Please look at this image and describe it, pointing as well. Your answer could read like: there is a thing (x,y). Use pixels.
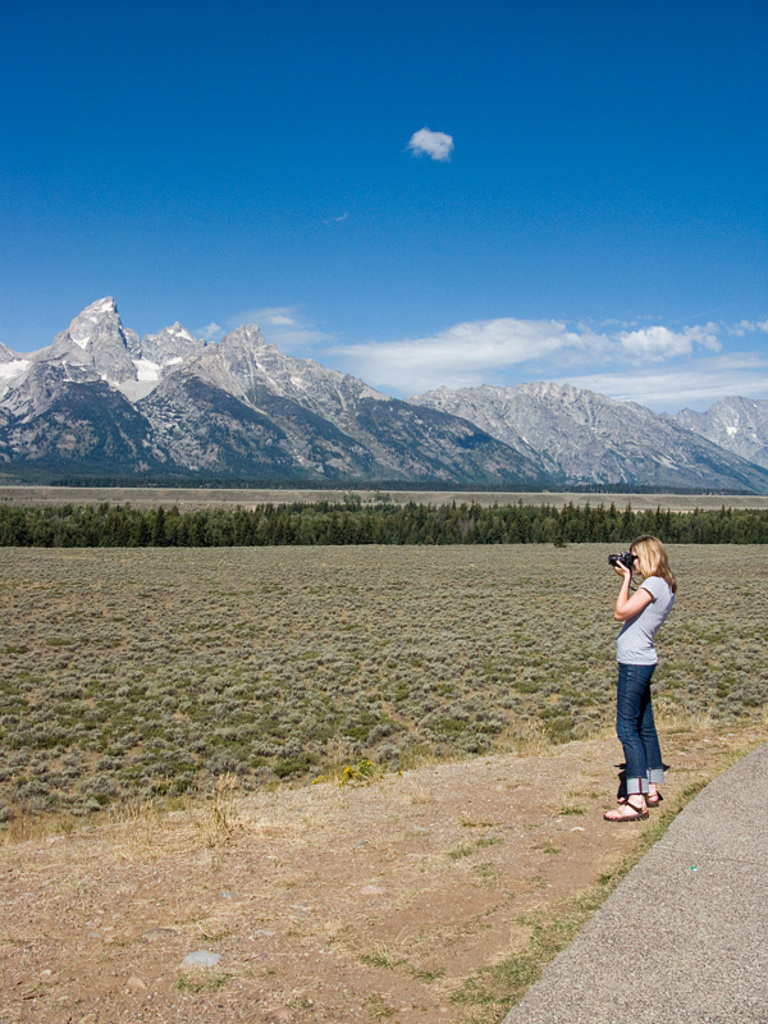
In this picture there is a woman (647,546) who is wearing t-shirt (630,624), jeans (649,774) and sandal (643,805). She is holding camera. She is standing near to the road (637,875). On the left (16,568) i can see the farmland (329,494). In that i can see the plants (346,659), grass (488,568) and many trees (457,541). In the background (457,417) i can see the mountains (355,400) and snow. At the top (407,272) i can see the sky (555,296) and clouds (487,362).
